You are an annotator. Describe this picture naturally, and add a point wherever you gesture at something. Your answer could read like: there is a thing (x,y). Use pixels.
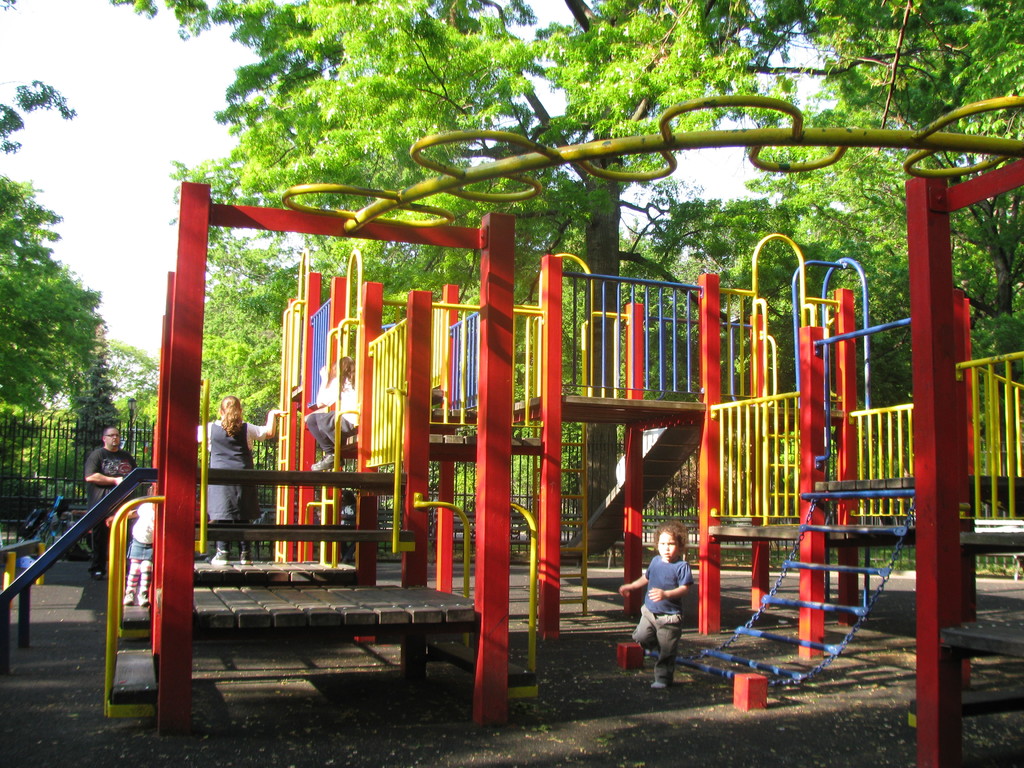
In the center of the image (423,480) we can see outdoor games (438,580) and there are people (654,599). In the background (26,441) there is a fence (69,479), trees (412,263) and sky (164,124).
